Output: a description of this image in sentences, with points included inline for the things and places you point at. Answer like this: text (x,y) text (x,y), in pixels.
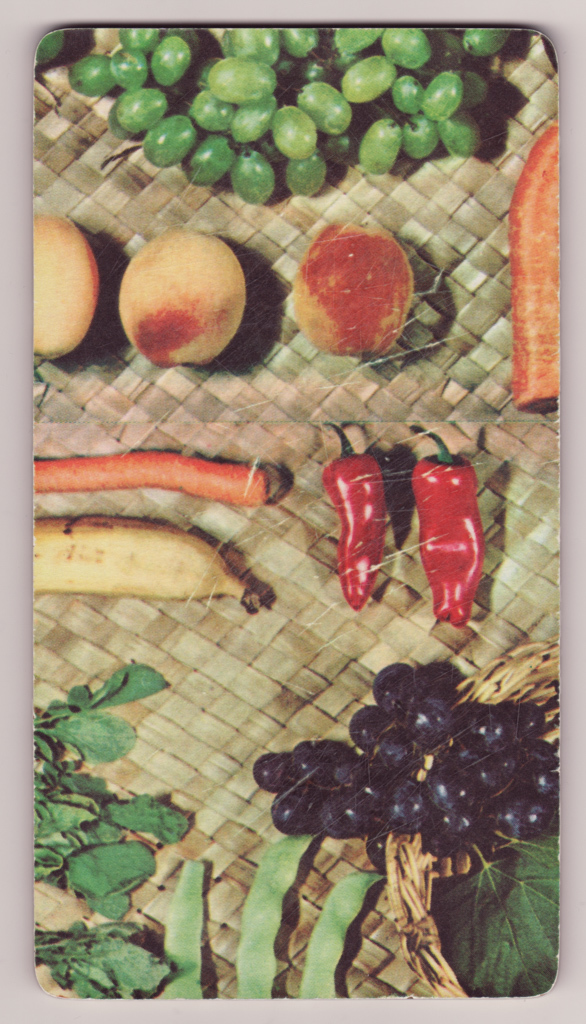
In the image we can see a woven mat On the woven mat (432,167) we can see some fruits (167,135) and vegetables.
